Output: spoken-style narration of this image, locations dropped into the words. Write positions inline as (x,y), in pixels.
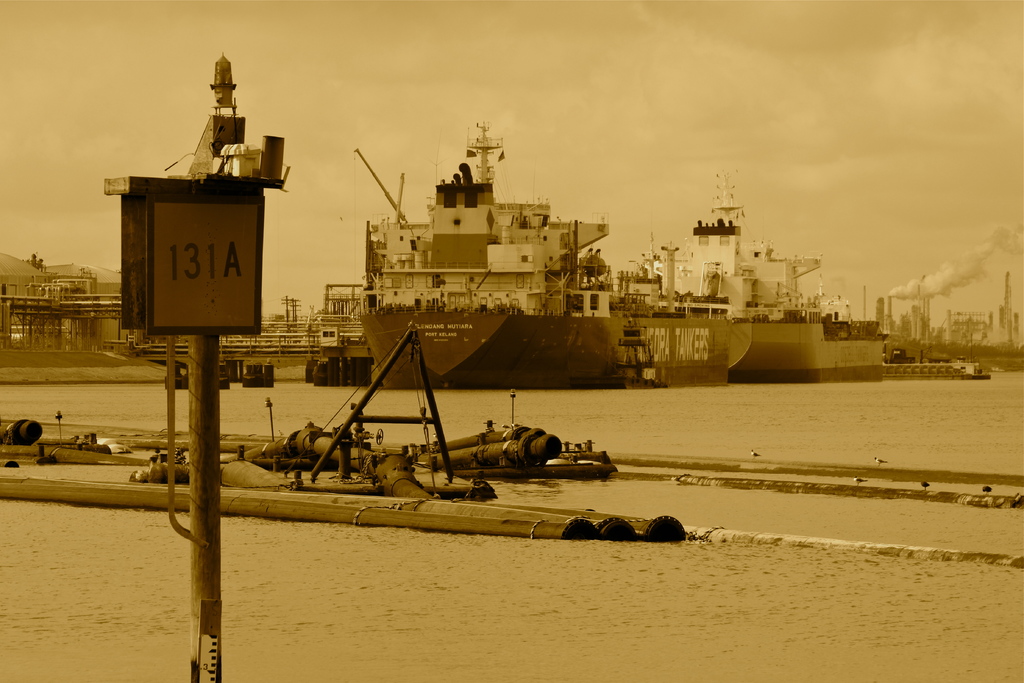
In this image I can see the water (636,610), few pipes (529,528) on the surface of the water (537,490), a pole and a board (191,217) to the pole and in the background (369,257) I can see few ships (465,330), a bridge (261,338), few buildings (926,321), some smoke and the sky (576,133).
